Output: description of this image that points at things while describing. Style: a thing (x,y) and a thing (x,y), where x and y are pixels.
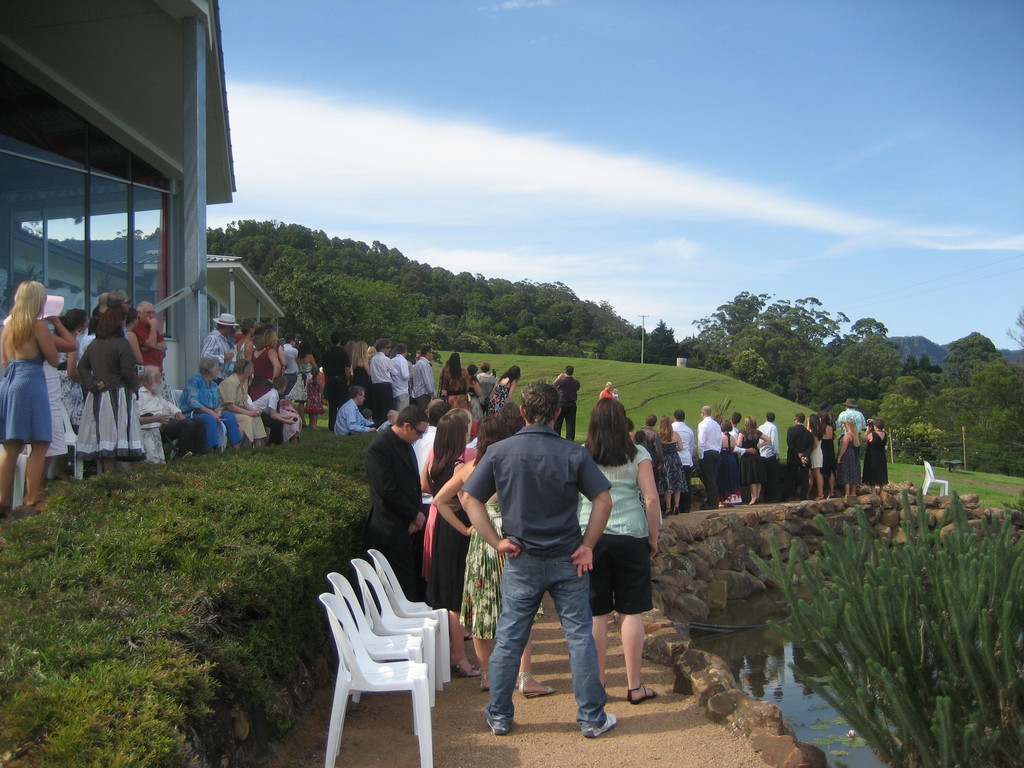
in this image i can see chairs (381,657), plants (256,664) at the left side (89,606). there are many people (813,422) standing. at the left (81,222) there is a building (129,170). behind, there is sky (790,123).
